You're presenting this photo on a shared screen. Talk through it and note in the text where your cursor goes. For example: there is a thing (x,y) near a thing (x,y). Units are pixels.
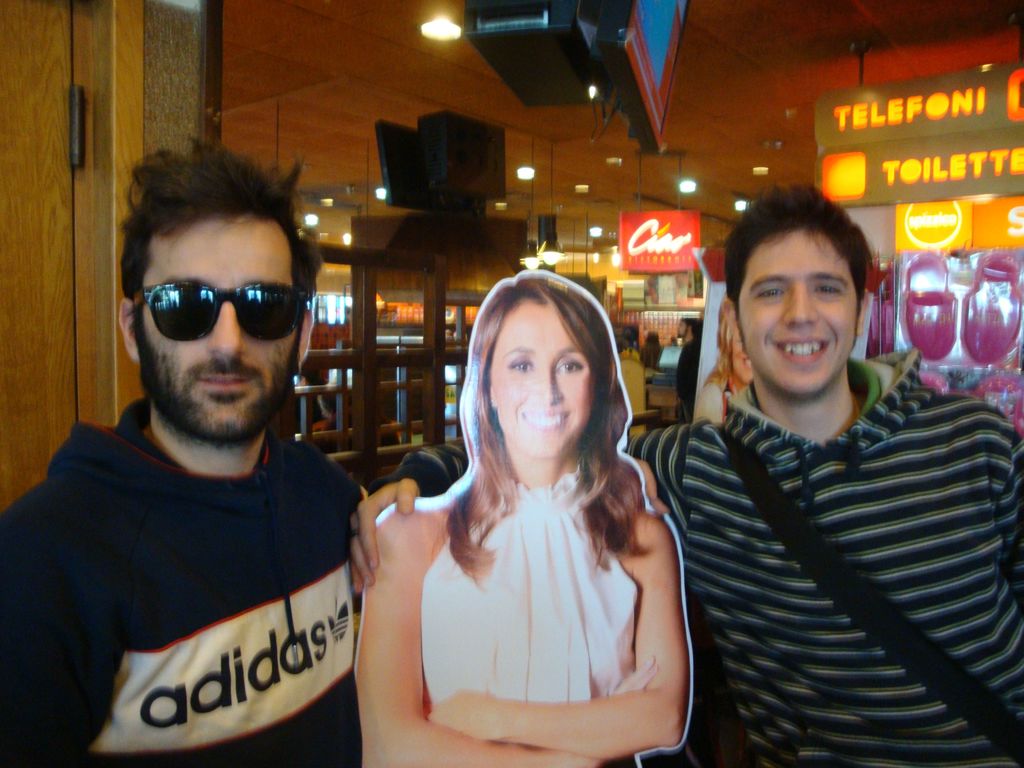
In this image I can see two persons (776,517) standing. In the middle of them there is a cardboard cutout (567,527). There are some wooden objects (453,440), boards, there is a person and there are lights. Also there are some other objects (472,154).
